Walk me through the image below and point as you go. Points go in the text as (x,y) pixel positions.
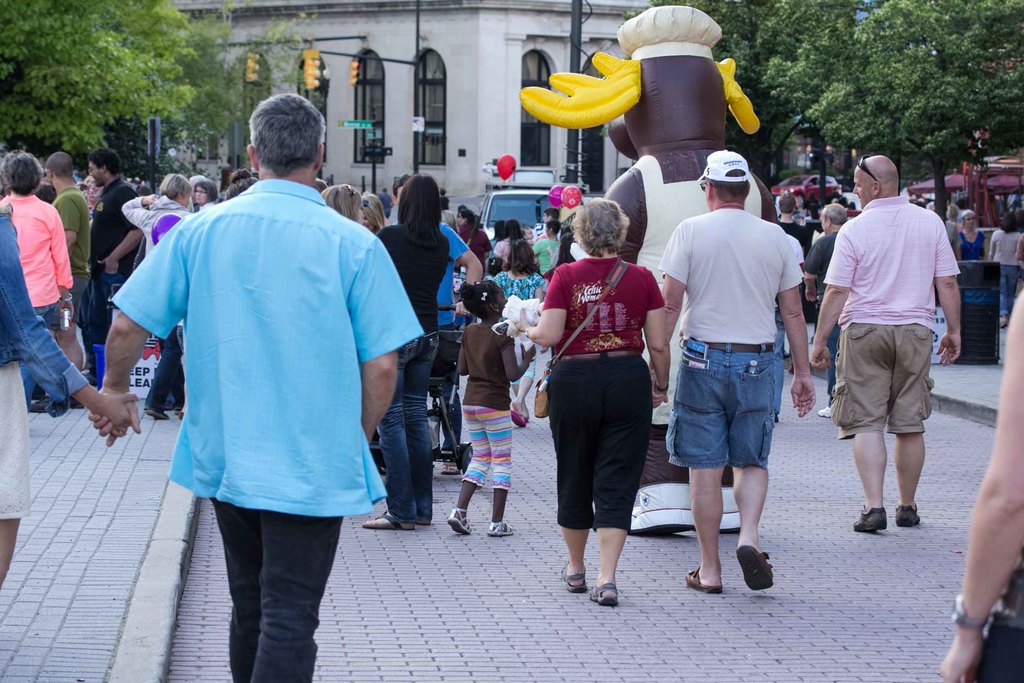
In this image there is a building (505,106) towards the top of the image (481,102), there are windows (526,125), there are poles (415,62), there are traffic lights (316,64), there are trees (859,62) towards the right of the image (887,55), there are trees (93,51) towards the left of the image (82,93), there are vehicles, there is ground (109,596) towards the bottom of the image (756,615), there are a group of persons (321,383), there are persons (602,307) holding an object (512,316), there are objects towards the left of the image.
